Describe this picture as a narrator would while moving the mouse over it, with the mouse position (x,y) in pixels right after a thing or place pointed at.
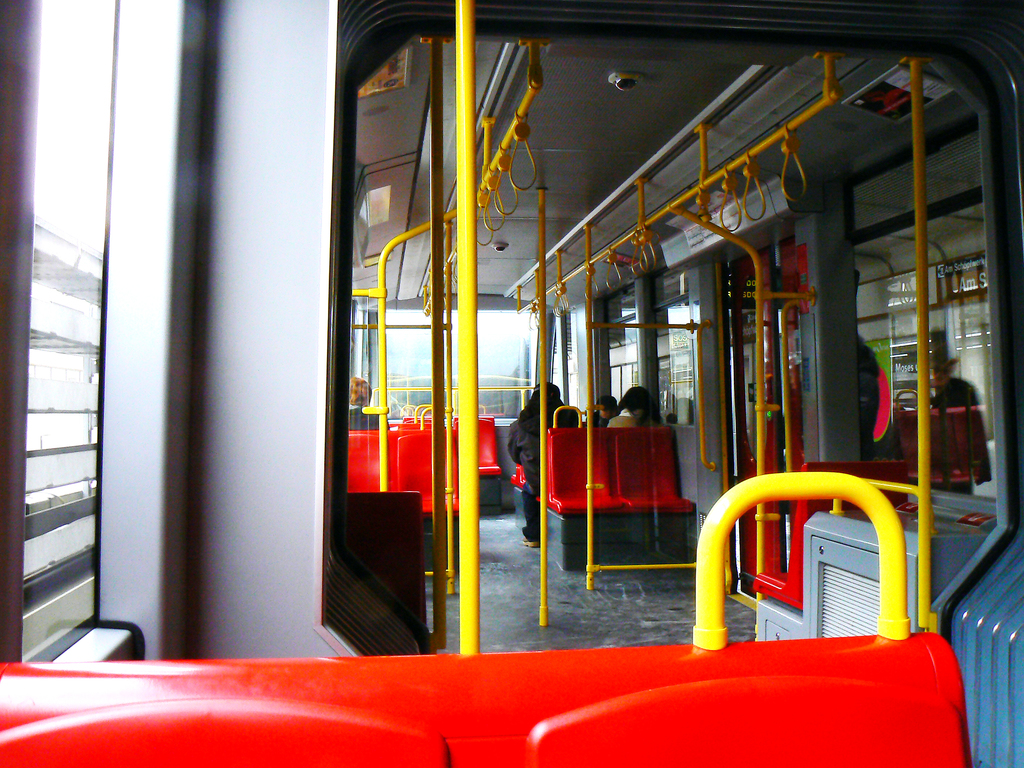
There are red seats (483,715) and yellow rods (789,448) and handles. People (527,411) are present. There is a window (80,577) at the left (38,121).
